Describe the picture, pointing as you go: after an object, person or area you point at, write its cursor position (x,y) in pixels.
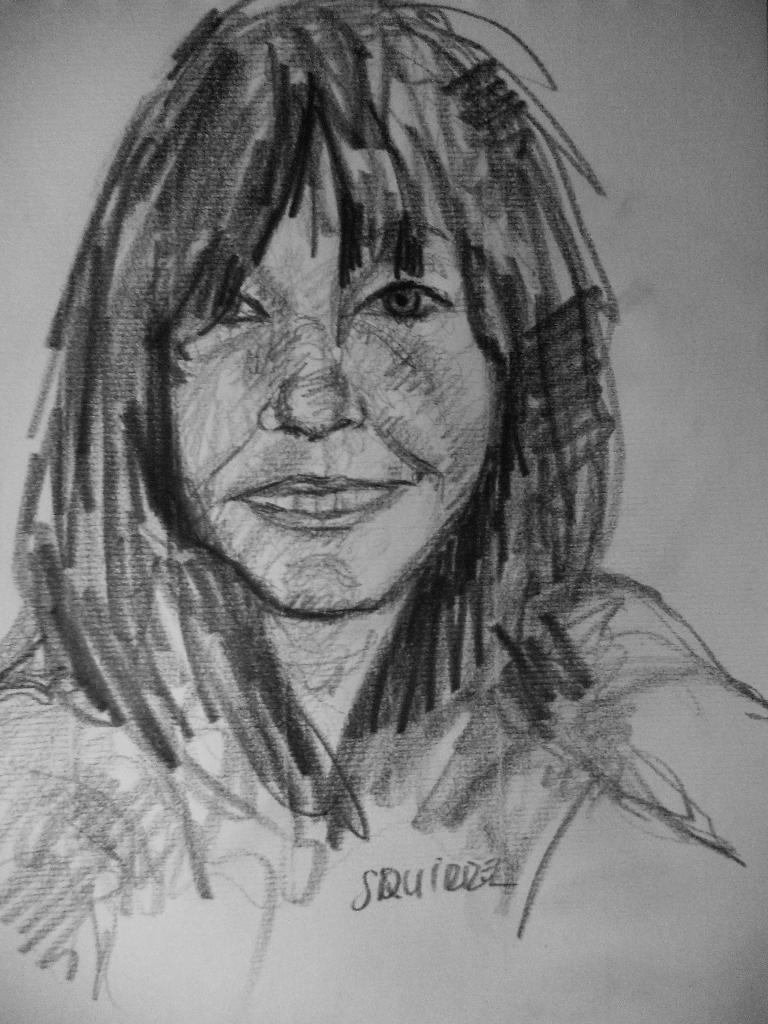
In this image we can see the sketch (317,584) of a person (310,374).
